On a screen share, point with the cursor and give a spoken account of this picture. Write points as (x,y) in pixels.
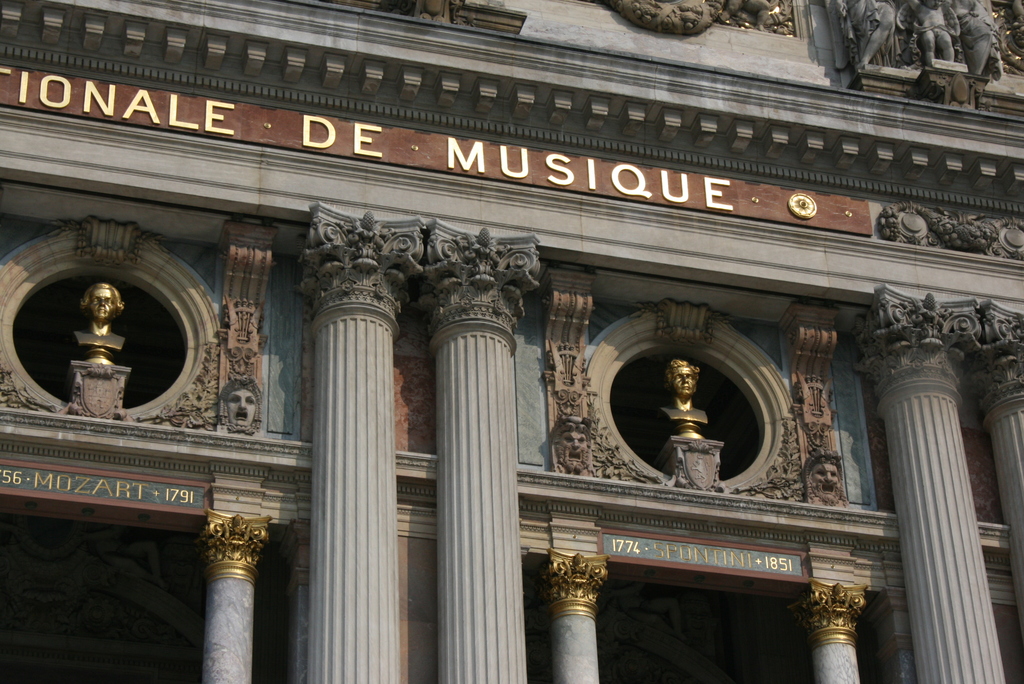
In this image, we can see some sculptures (572,390) on the wall (783,103). We can also see some text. There are a few pillars (446,457).
